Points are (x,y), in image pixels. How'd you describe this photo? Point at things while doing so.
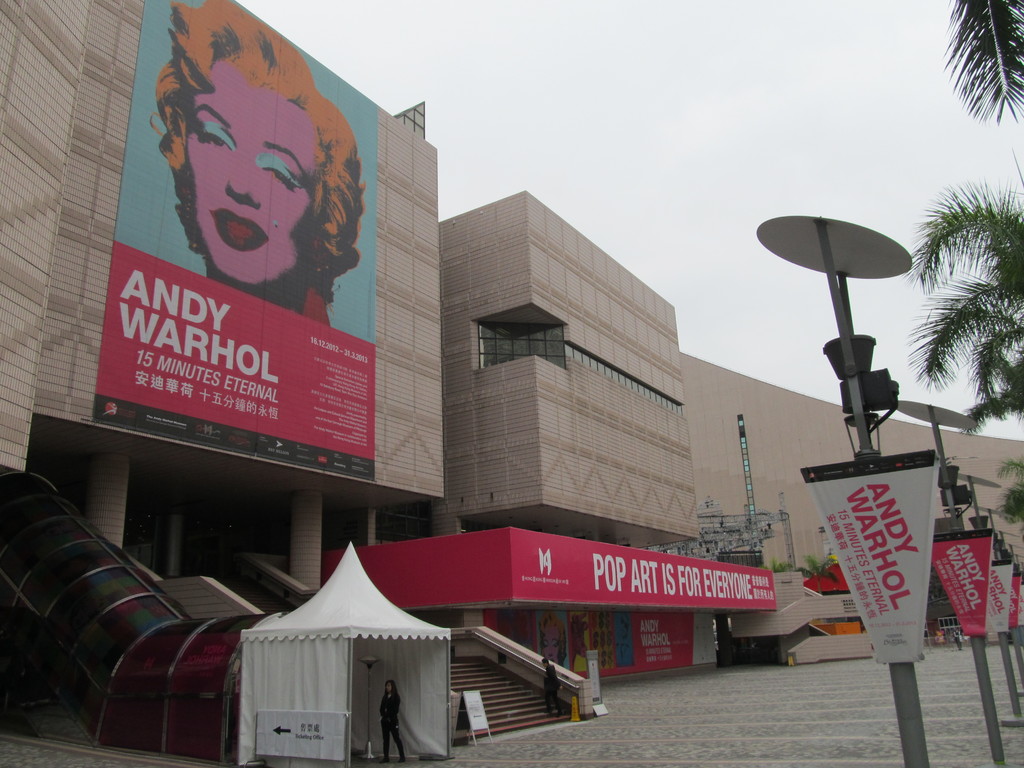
In this image, I can see a building (569,423) with hoardings (341,382) and a person (552,672) standing on the stairs (507,681). At the bottom of the image (391,729), I can see another person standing in a tent (306,703). On the right side of the image (923,563), there are trees (1014,380) and street lights (946,540) with boards (985,538). In the background (970,380), there is the sky (611,103).
